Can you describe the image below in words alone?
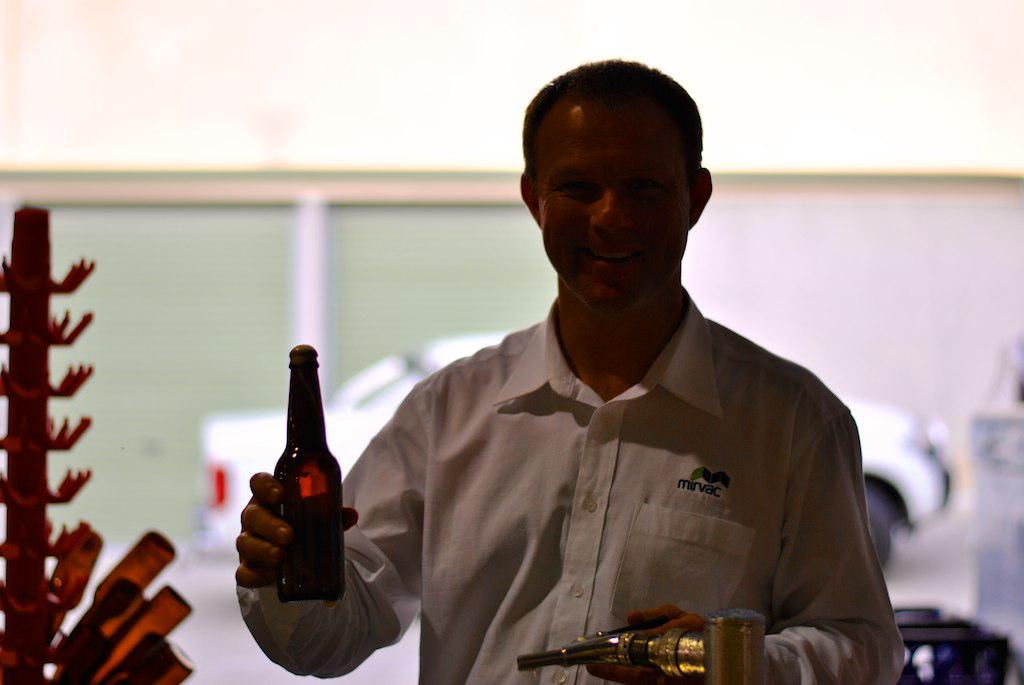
He is standing. He's smiling and he's holding a bottle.
